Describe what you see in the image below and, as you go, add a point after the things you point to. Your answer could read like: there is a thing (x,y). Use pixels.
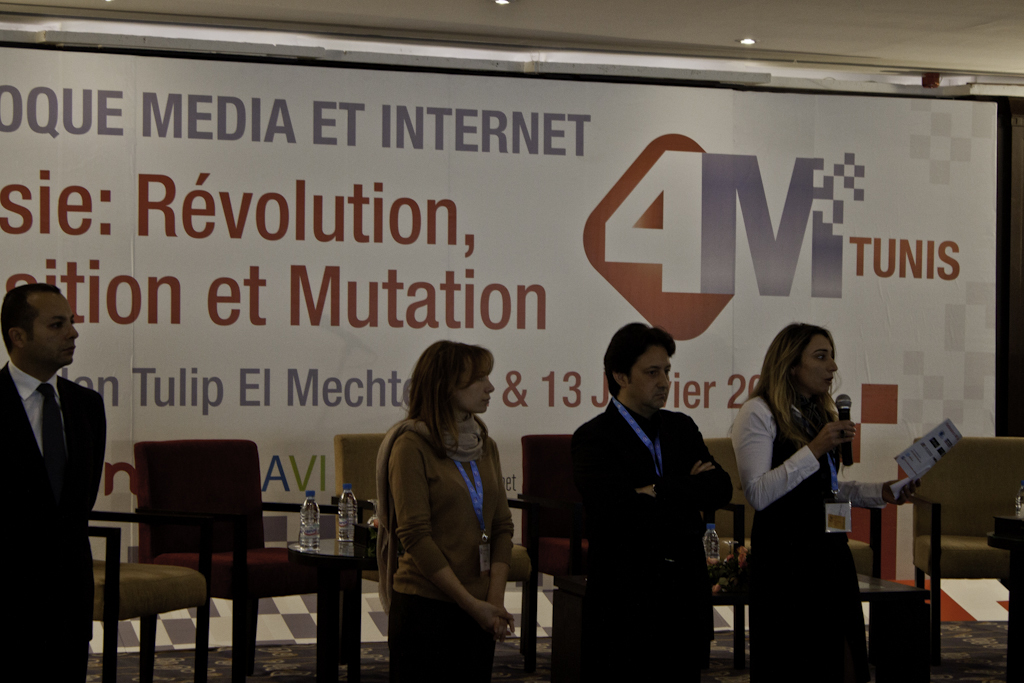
In the image we can see there are people (696,507) who are standing and a woman (861,492) is holding paper (922,455) and mic (846,445) in her hand (846,435).
